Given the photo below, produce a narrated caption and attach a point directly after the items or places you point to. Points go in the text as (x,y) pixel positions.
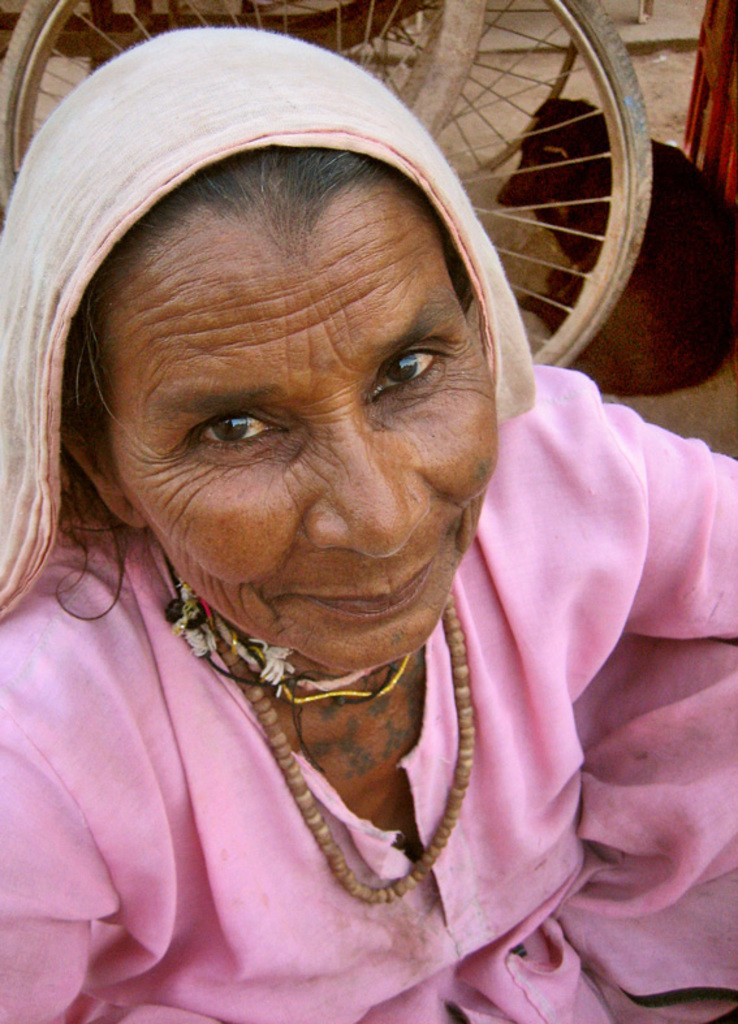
In this image I can see a woman (282,646) wearing pink colored dress (316,878) is sitting on the ground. In the background (625,111) I can see a wheel (643,132), a brown colored dog (539,160) laying on the floor (546,31) and few other objects (716,11).
